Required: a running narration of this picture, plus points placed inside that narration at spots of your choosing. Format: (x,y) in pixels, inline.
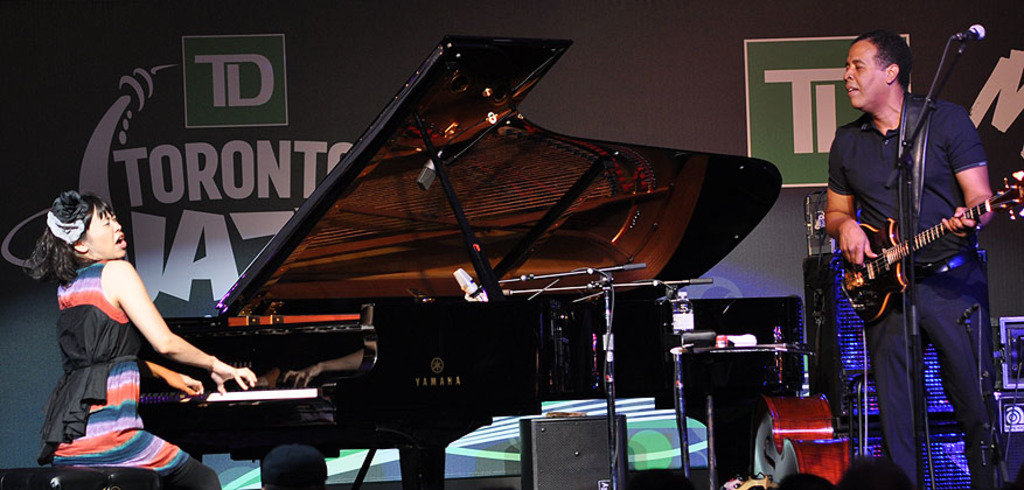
In the picture we can see a woman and a man (835,186), woman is sitting near the piano (378,223) and playing it and the man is standing and holding a guitar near the micro phone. In the background (29,439) we can see a banner (185,69) with some paintings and the name toronto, and we can also see some musical instruments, music boxes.
